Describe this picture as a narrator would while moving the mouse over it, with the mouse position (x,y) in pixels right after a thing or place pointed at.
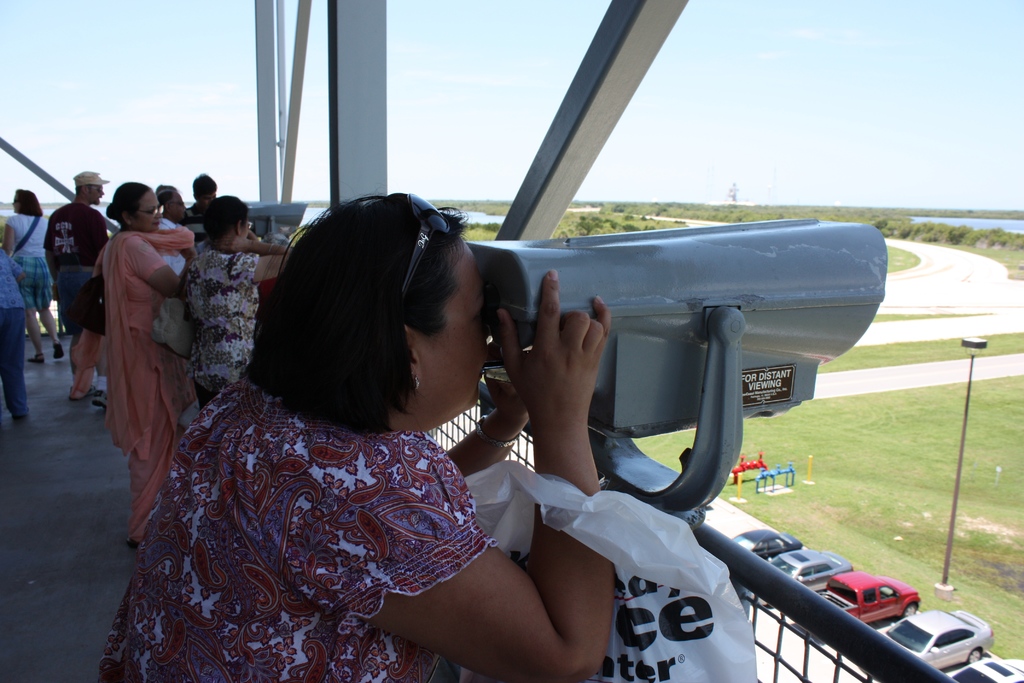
In this image there are a few people (193,400) standing, in front of them there is a railing (894,666) and some metal structures (530,288) on it, there is a lady (573,362) standing and placed his head (426,395) in front of the metal structure (505,299). At the bottom right side of the image (873,608) there are few vehicles (887,612) parked, pole (943,586) and few objects (764,469) placed on the surface of the grass (918,407). In the background (937,219) there are trees (963,238), river (974,228) and the sky (729,135).
